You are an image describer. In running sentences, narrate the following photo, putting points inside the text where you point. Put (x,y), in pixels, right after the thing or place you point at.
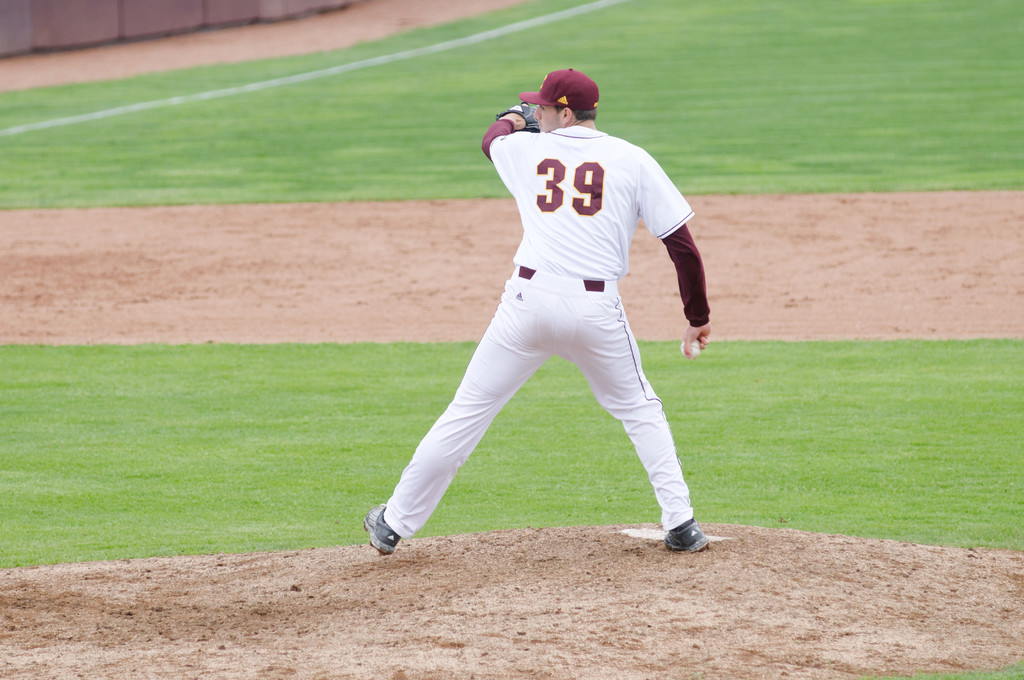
In this image in the center (579,324) there is a man (576,342) standing. In the background (604,77) there is grass (750,104) on the ground (378,103).
